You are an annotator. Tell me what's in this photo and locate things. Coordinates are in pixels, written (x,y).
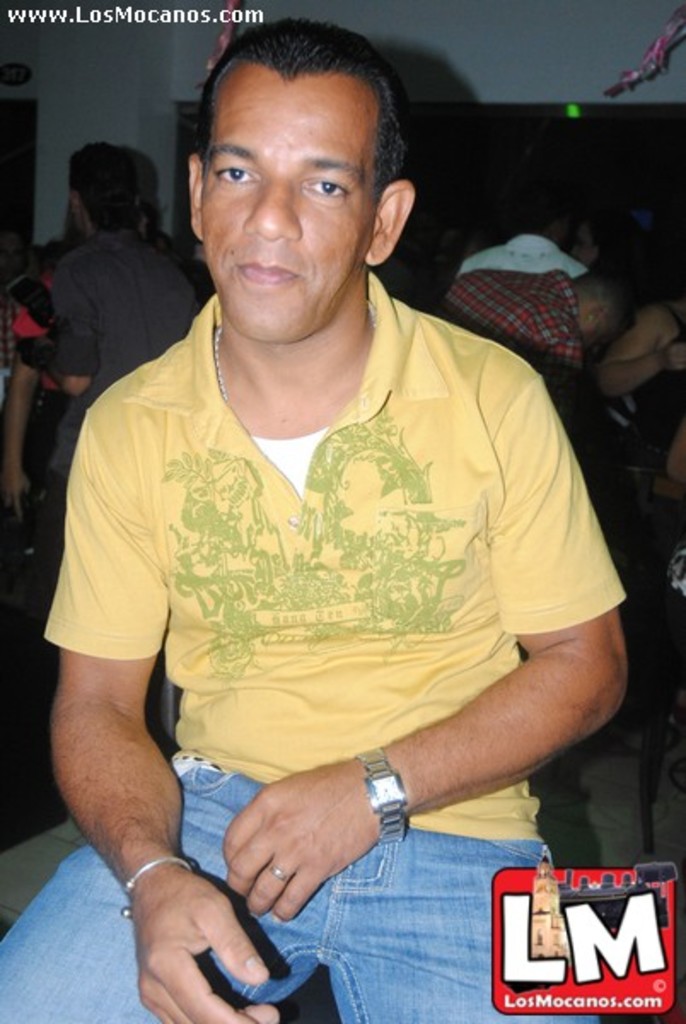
In the image I can see a person (287,364) in yellow tee shirt (504,497) and watch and behind there are some other people (16,253).
